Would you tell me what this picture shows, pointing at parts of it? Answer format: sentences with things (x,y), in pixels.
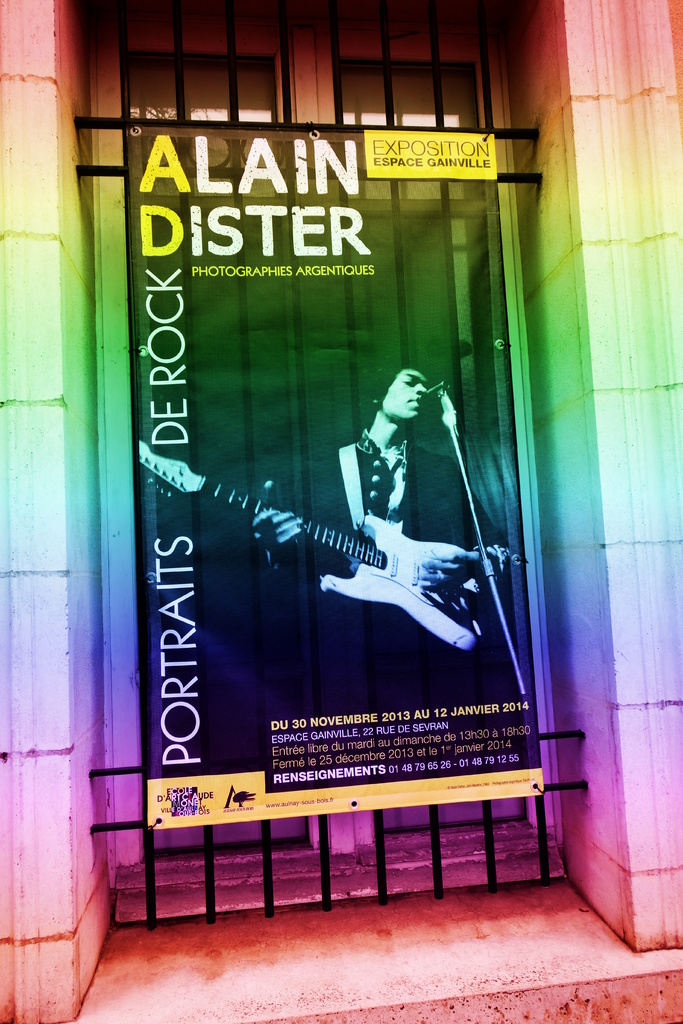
In this image there is a poster (346,328) attached to a metal rod frame (206,826).
